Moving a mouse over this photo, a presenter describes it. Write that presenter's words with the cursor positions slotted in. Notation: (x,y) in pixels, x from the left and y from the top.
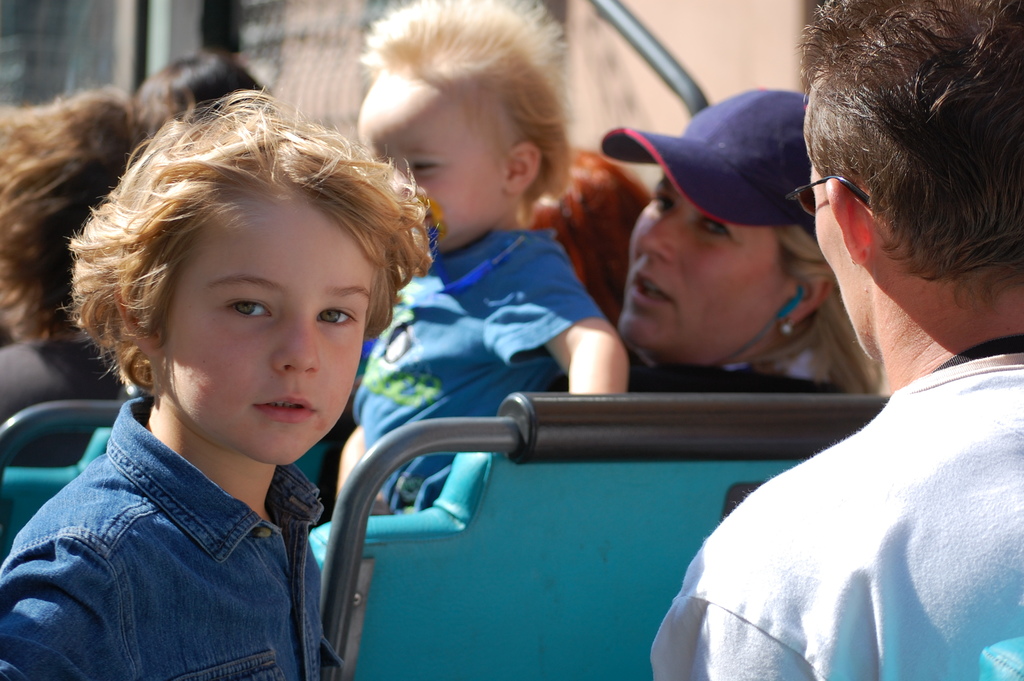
In this picture I can see there is a boy (204,530) standing on the left side (205,532) and he is wearing a blue shirt (220,543) and there is a man (902,364) sitting in a seat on to right (898,530) and he is wearing a white shirt (883,549) and there is a woman (783,178) sitting in a bus seat (409,669) and she is holding a boy (533,312) and the woman (642,308) is wearing a cap (721,165) and she has headset (773,321). There are few other people (107,172) sitting in the seats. The backdrop (129,10) is blurred.
